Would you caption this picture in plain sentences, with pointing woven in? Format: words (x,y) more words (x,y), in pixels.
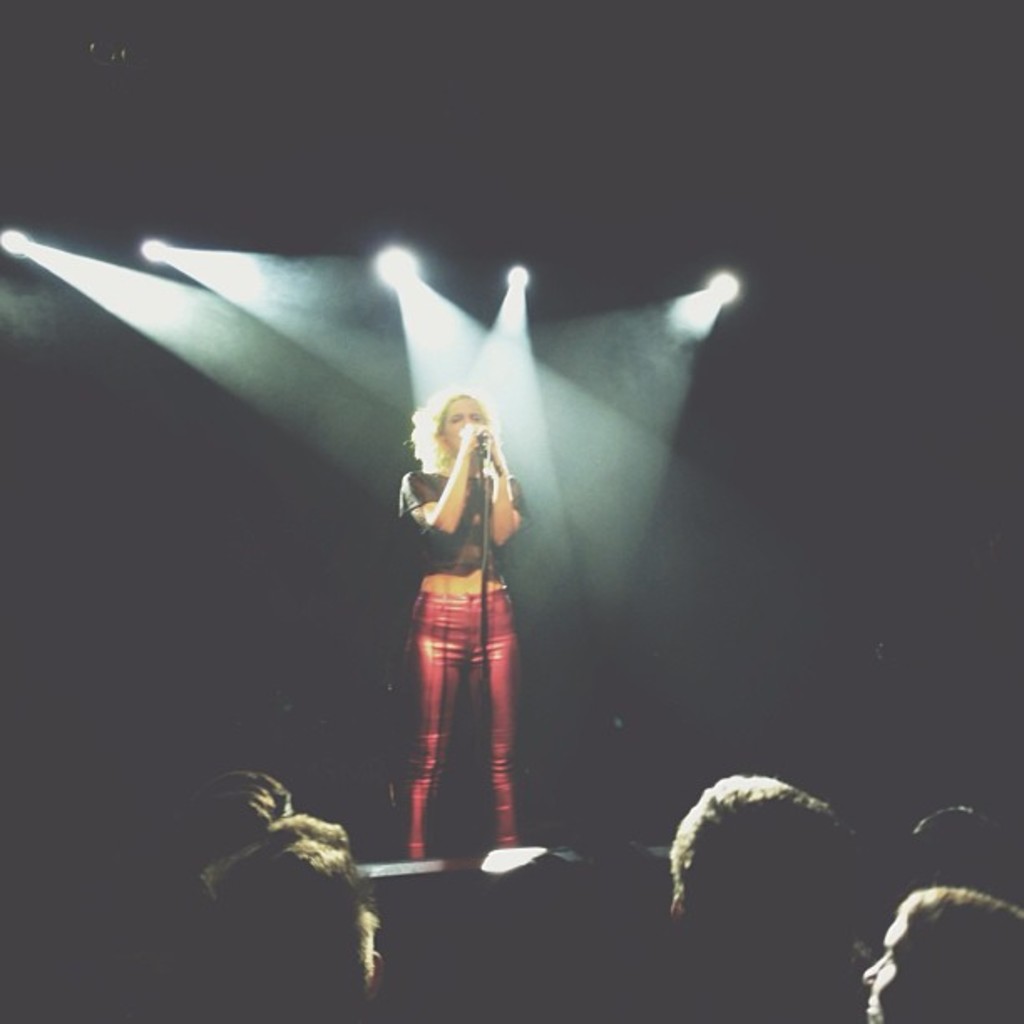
A beautiful girl (426,498) is standing and singing in the microphone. These are the lights (420,281).
